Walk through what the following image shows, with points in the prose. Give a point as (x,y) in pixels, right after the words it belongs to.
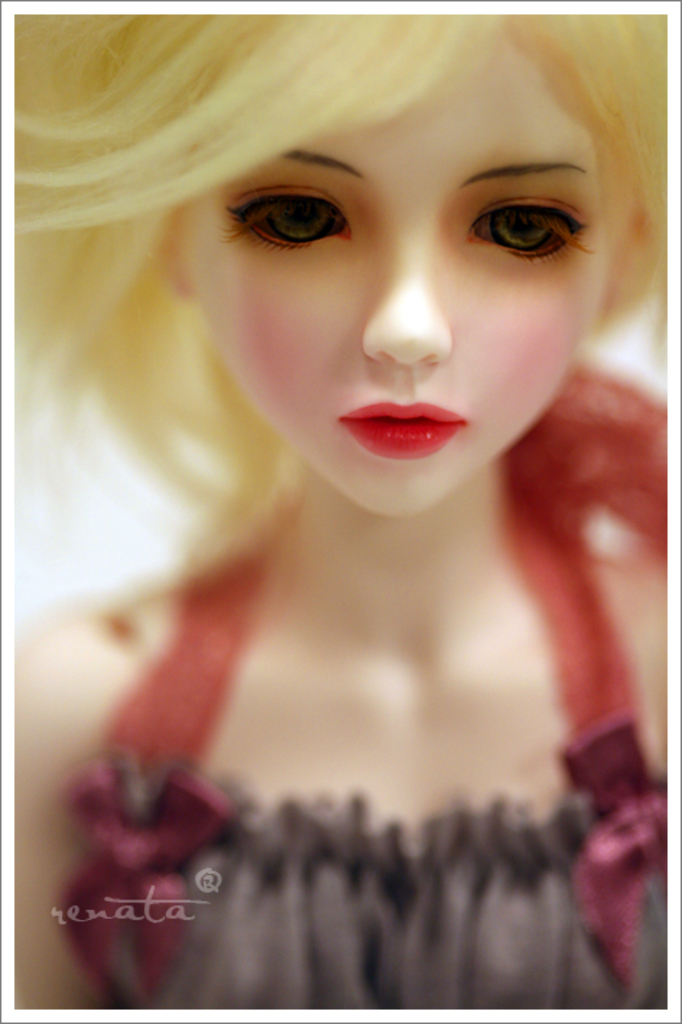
In this image we can see a doll (237,580) and at the bottom (112,899) there is a text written on the image.
